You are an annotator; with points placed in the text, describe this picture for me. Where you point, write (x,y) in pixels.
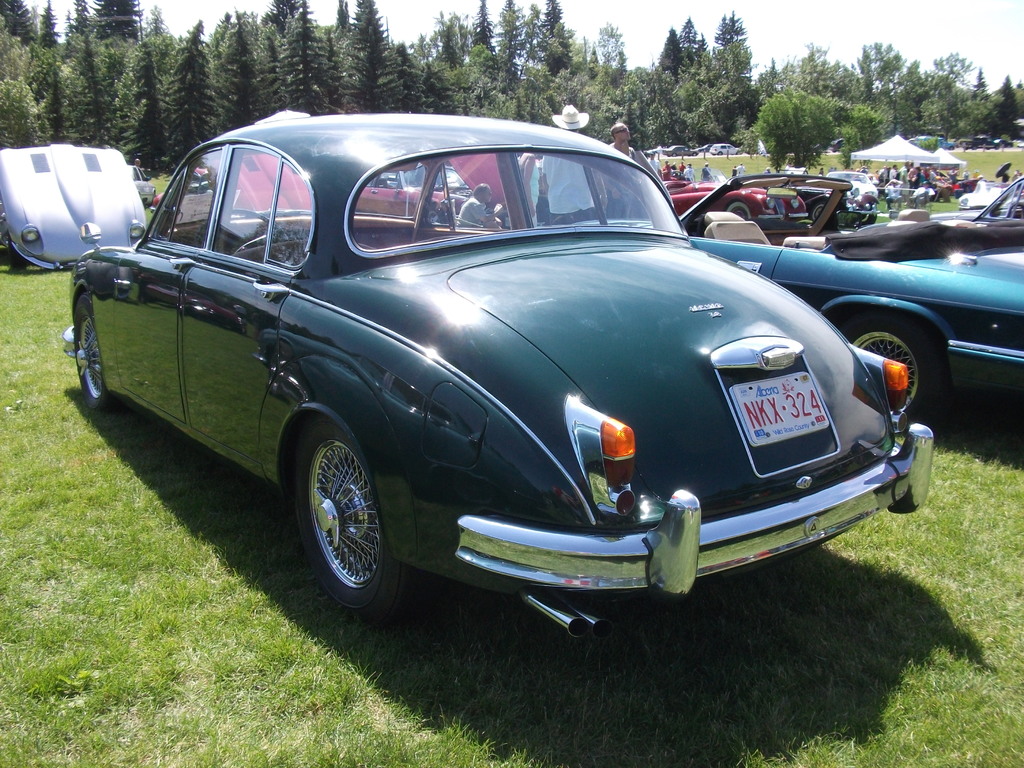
In this image I can see the vehicles (511,311) on the grass (698,637). To the side I can see few people (886,180) with different color dresses (702,171). In the background (781,145) I can see the tents (855,158), many trees (733,82) and the sky (669,20).
